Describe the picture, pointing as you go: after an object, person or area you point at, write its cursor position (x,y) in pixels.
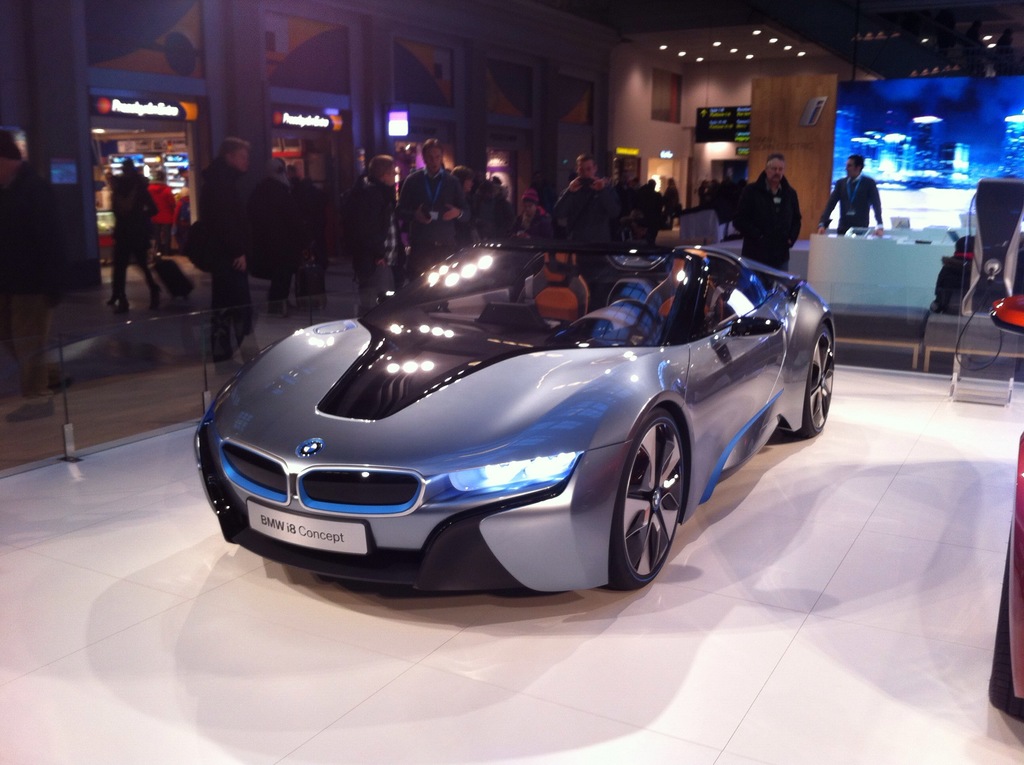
In the picture we can see a car (366,424) which is parked, in the background of the picture (493,226) there are some persons (361,292) standing and top of the picture (793,54) there is roof (801,35) and there are some lights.
